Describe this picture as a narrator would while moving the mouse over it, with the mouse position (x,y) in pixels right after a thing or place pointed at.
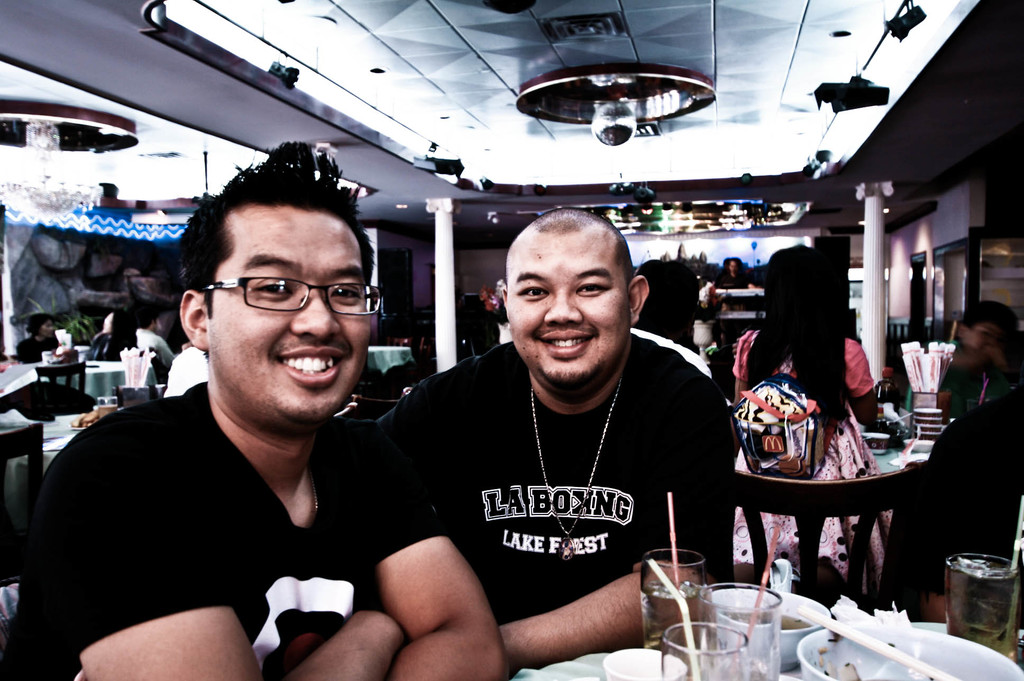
In this picture we can see some people (261,396) are sitting on chairs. In front of the people (633,531) there are tables (98,381) and on the tables (110,373) there are glasses (669,601), bowls (848,661), straws (668,580) and some objects (63,351). Behind the people (206,331) there are pillars (446,247) and a wall (482,253). At the top (287,72) there are lights (571,84) and a chandelier (74,196).
